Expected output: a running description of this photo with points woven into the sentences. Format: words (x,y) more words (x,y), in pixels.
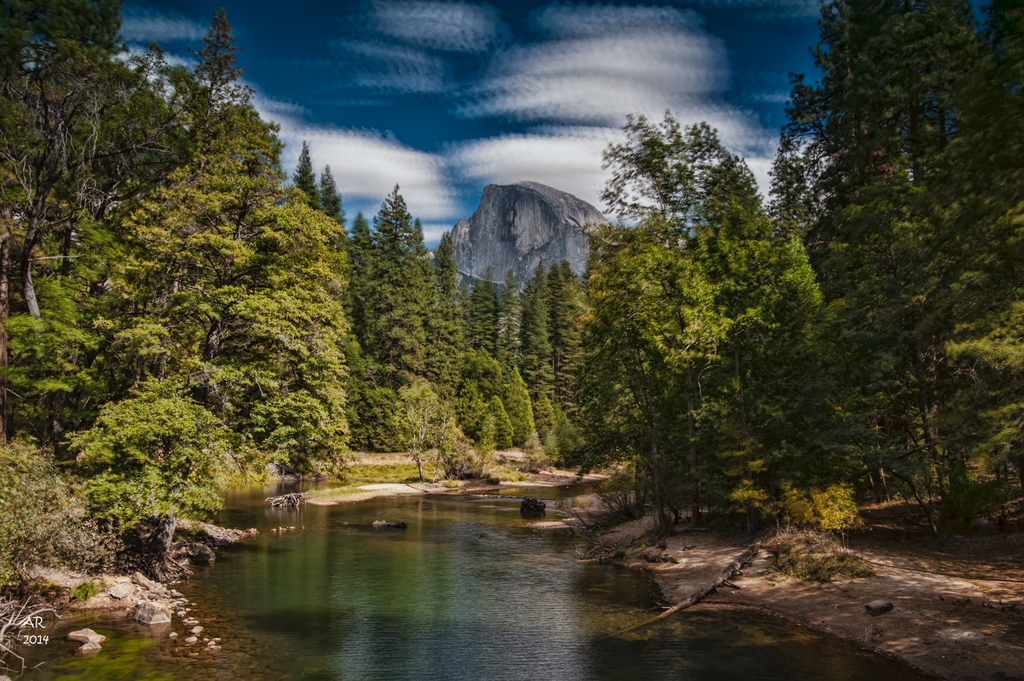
At the center of the image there is a pond (354,554). On the right (837,345) and left side of the image (159,426) there are some trees (608,327) and mountains (532,237). In the background (471,104) there is a sky (494,102).
